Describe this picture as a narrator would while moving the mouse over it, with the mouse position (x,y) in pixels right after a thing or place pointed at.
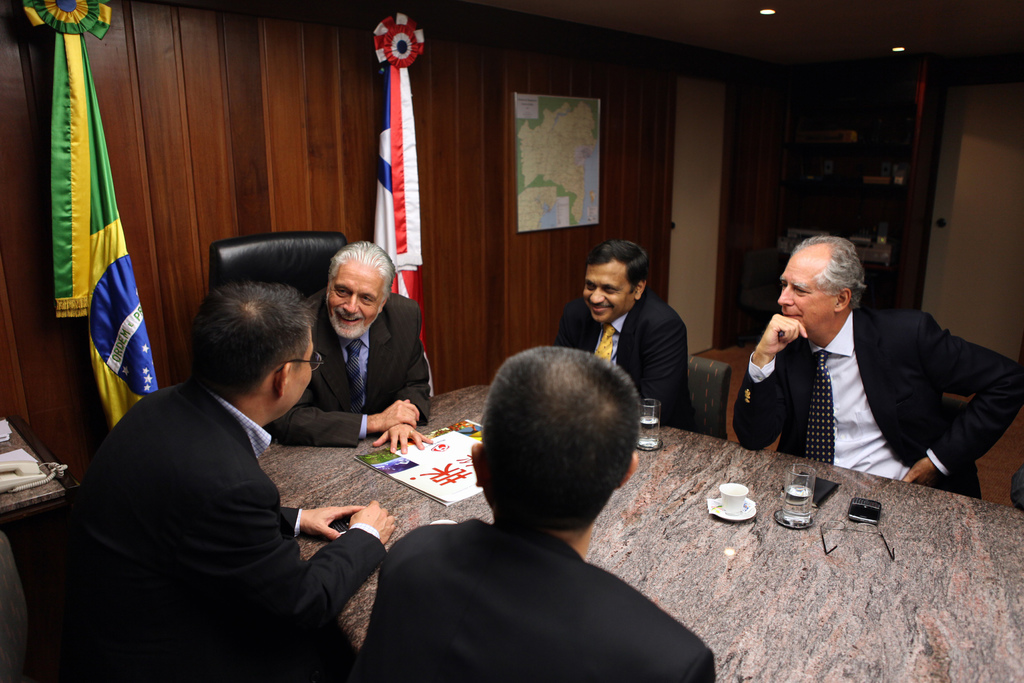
In the image we can see few persons (246,488) were sitting on the chair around the table (760,586). On table (739,529) we can see cup (734,499), saucer (739,515), phone (865,510), glass (649,445) and book (419,461) and they were smiling. In the background (513,146) there is a wood wall (185,139), flag (95,192), door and board (599,209).
